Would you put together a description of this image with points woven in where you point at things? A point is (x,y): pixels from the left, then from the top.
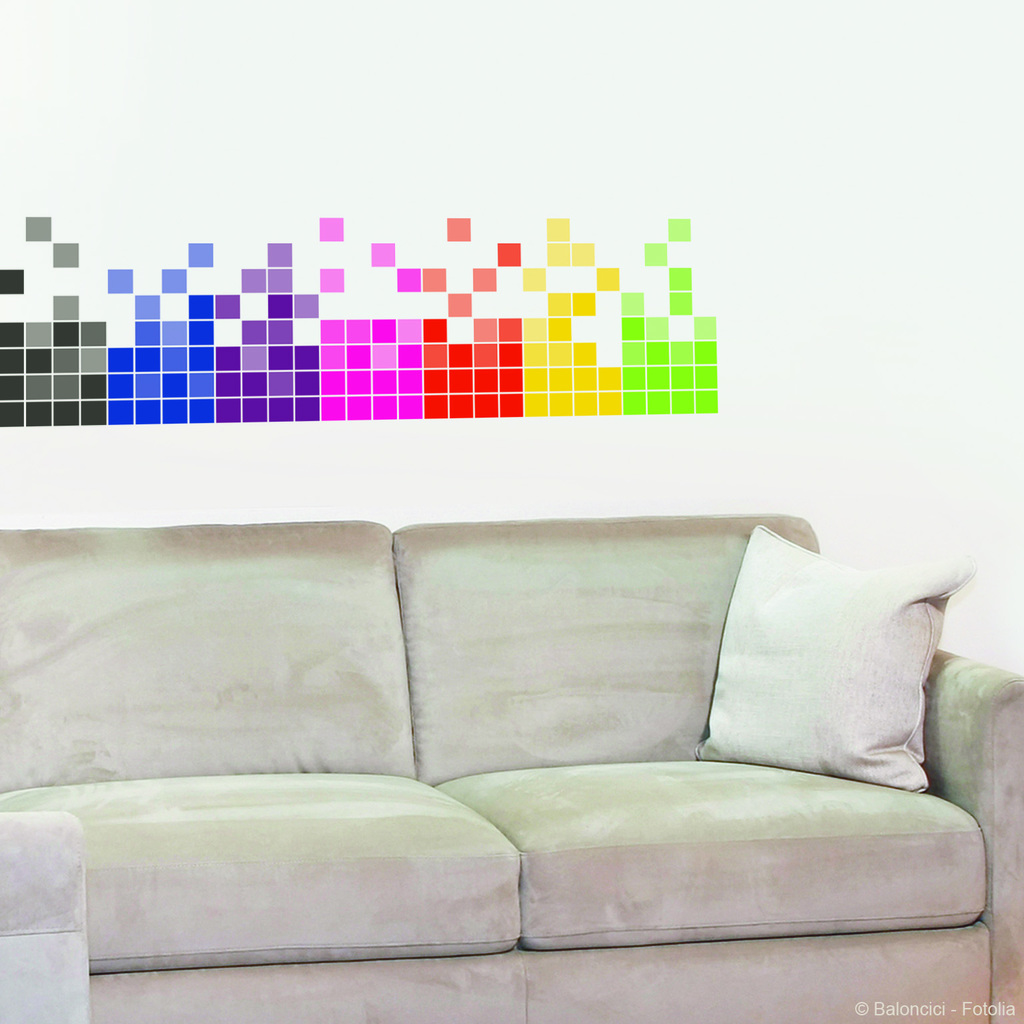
Here in this picture you can see a sofa (506,789) and a white pillow (823,655). In the background (427,319) there are some colors cubes wallpaper (337,369).
